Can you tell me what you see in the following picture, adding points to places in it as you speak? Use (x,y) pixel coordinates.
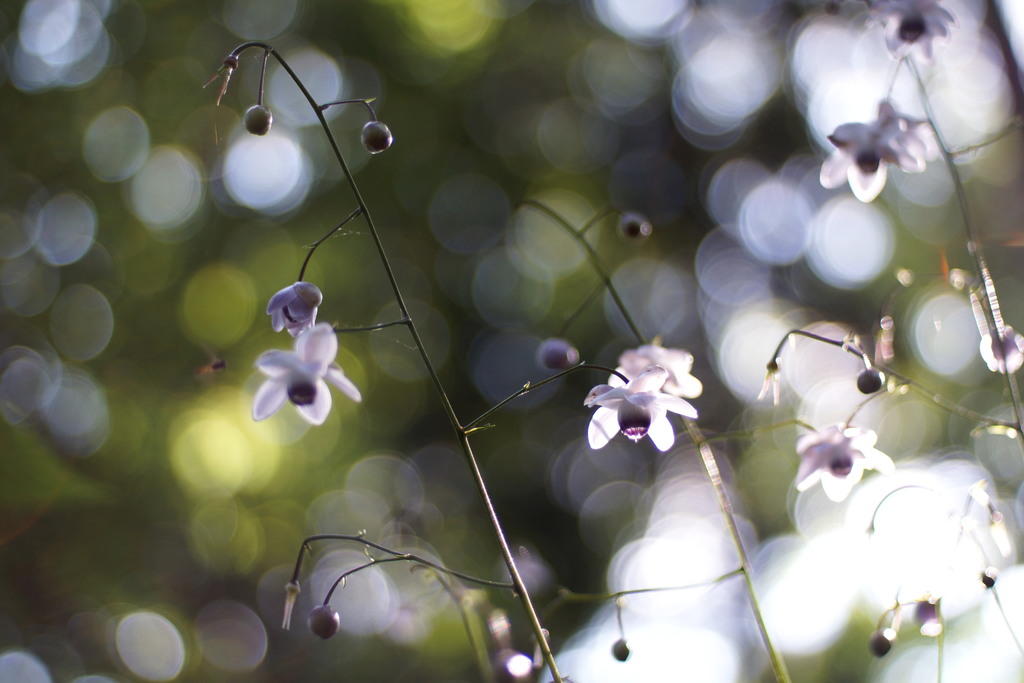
In this picture there are small plants (830,496) on the plant (540,201) in the image.
